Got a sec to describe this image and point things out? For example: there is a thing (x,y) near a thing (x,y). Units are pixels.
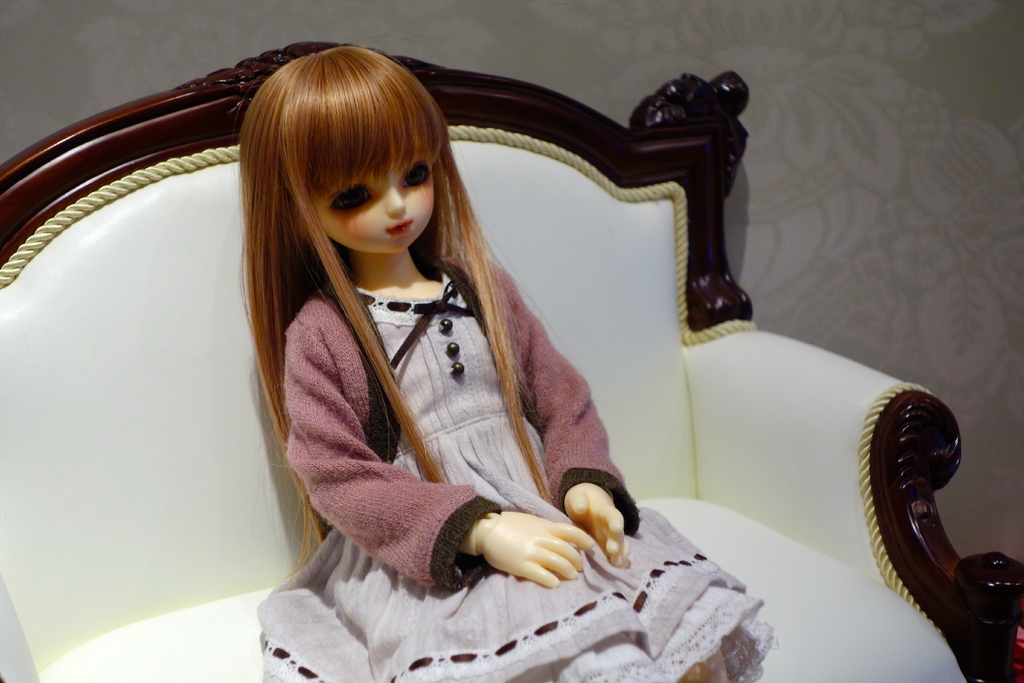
In the center of the image (456,354) we can see a doll (504,392) is sitting on a chair (87,428). In the background of the image (764,297) we can see the wall (988,289).
